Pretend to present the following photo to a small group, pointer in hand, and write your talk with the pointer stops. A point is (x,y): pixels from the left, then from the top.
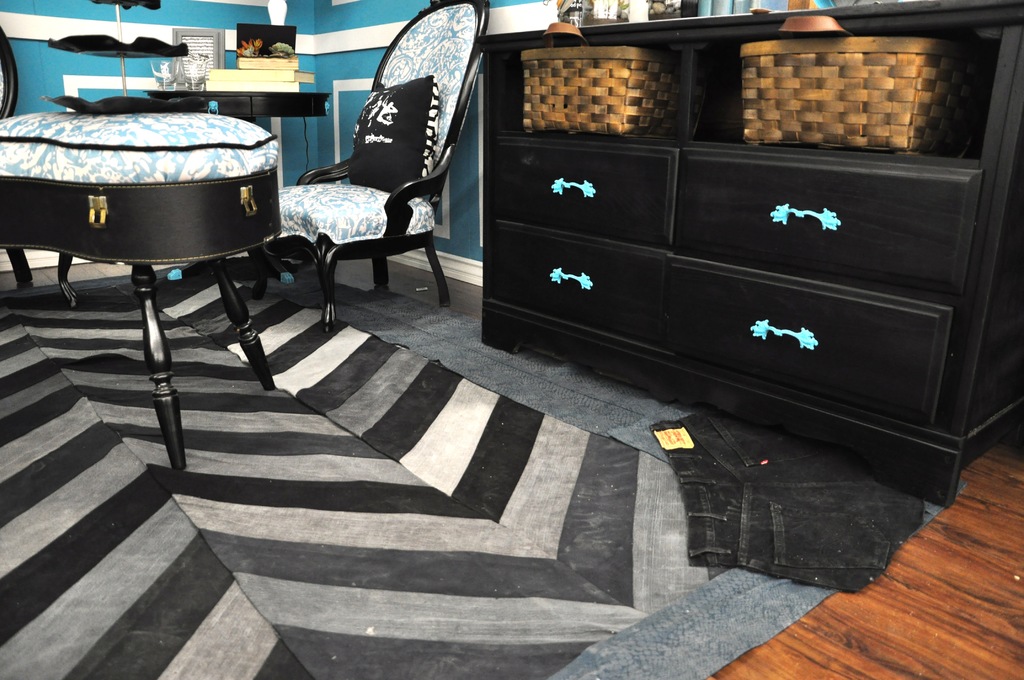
This picture shows a table (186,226), chair (352,194) and a cupboard desk (720,172). There is a carpet (354,504) on the floor (386,531) in this room (322,489). In the background (337,61), there is a wall (333,77) and some books (239,69) on the table (236,105) here.
